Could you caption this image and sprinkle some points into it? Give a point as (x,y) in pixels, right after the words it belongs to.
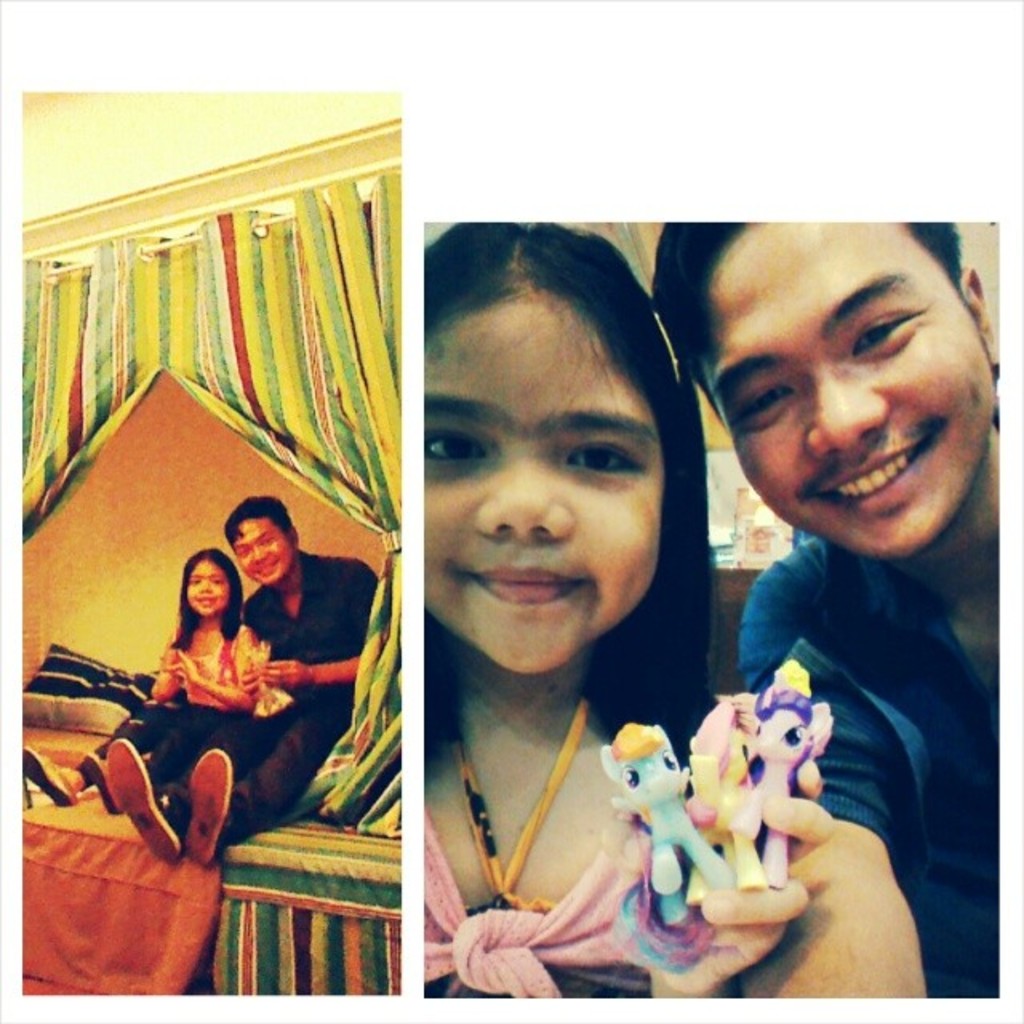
In this picture there is a two collage photograph of a boy (261,530) and a girl (685,407) holding a small toy (631,730) in the hand (718,965), smiling and giving a pose into the camera.
